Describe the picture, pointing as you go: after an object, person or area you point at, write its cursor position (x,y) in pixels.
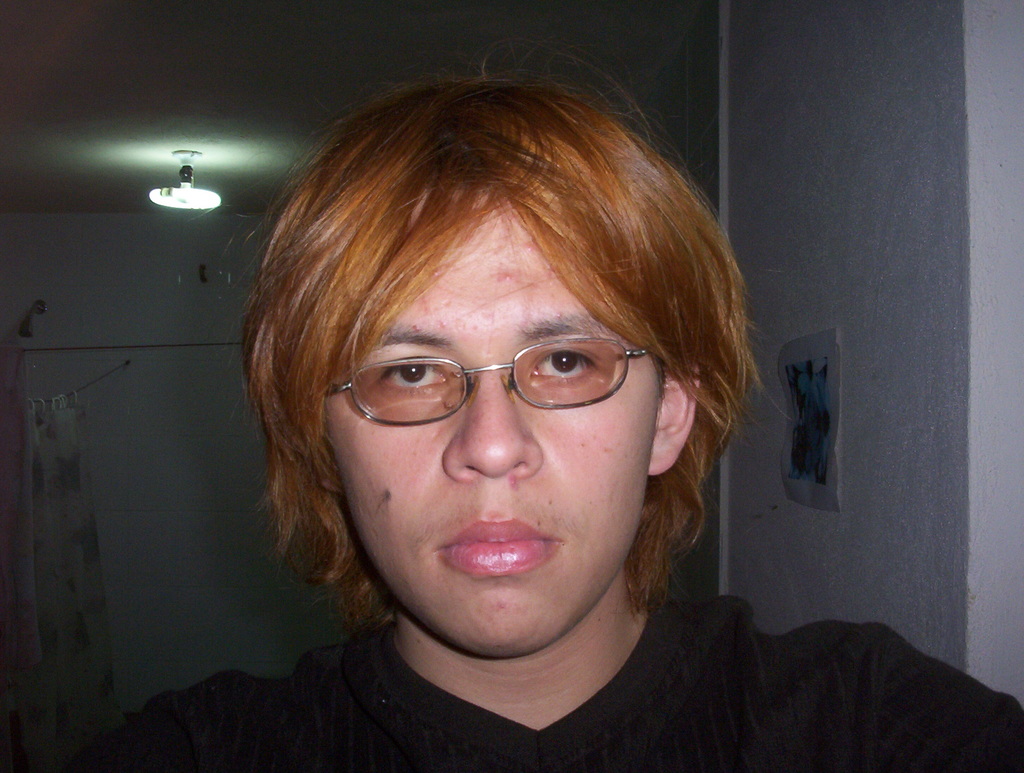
In this image we can see a person (561,424) wearing spectacles (583,401) and black dress (626,704). In the background (51,526), we can see a light (188,194) and curtain (36,538).
